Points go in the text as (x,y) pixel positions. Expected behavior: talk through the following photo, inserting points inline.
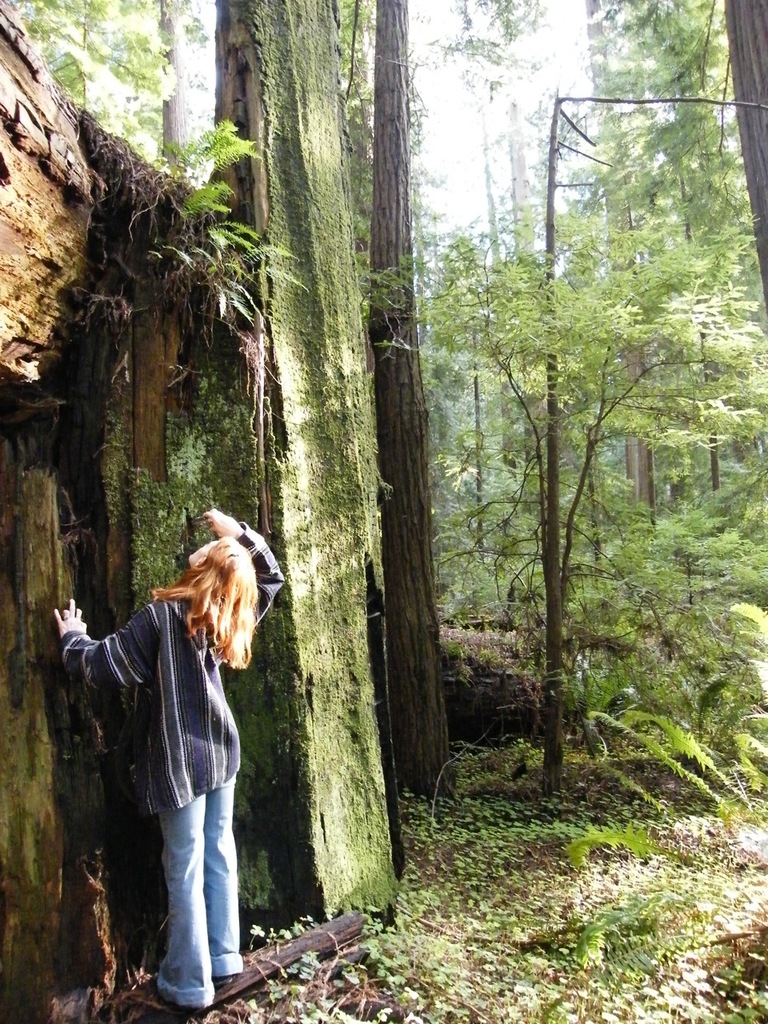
In this picture we can see a person (220,867) standing. There are plants (684,978), trees (375,630) and the sky (585,113).
